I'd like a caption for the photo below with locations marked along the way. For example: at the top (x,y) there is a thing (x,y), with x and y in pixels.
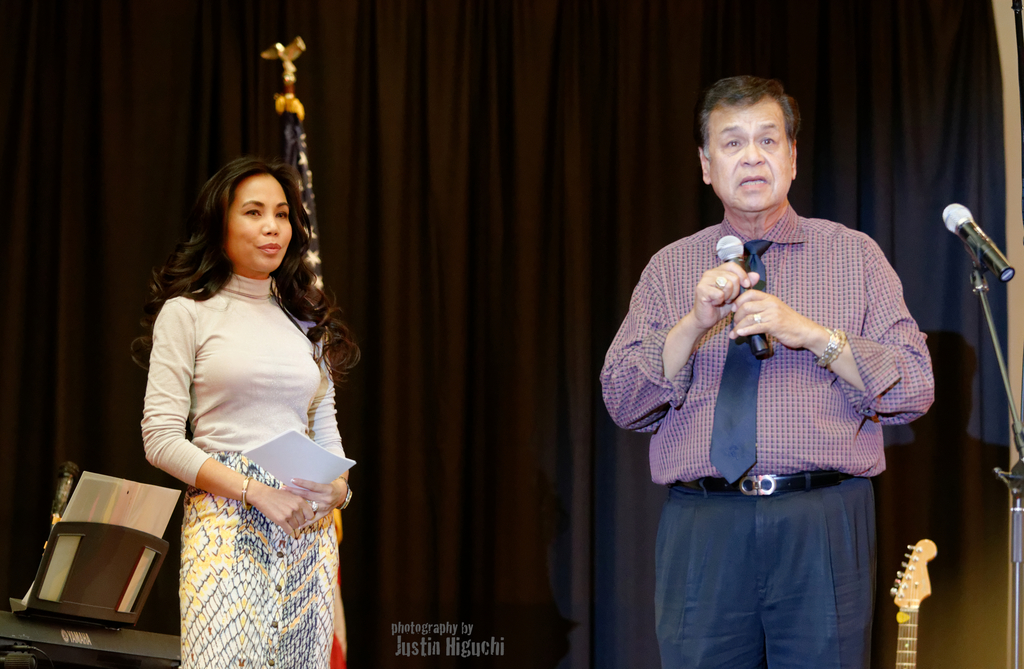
In this image in the center (654,370) there is one man (671,351) and one woman (272,330) who are standing and a man (748,316) is holding a mike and talking and woman (258,476) is holding some papers (295,472). In the background (141,288) there are some curtains (549,125), and on the right side (965,241) there is one mike (966,228). On the left side (72,589) there are some papers (91,473) and table (107,644).
